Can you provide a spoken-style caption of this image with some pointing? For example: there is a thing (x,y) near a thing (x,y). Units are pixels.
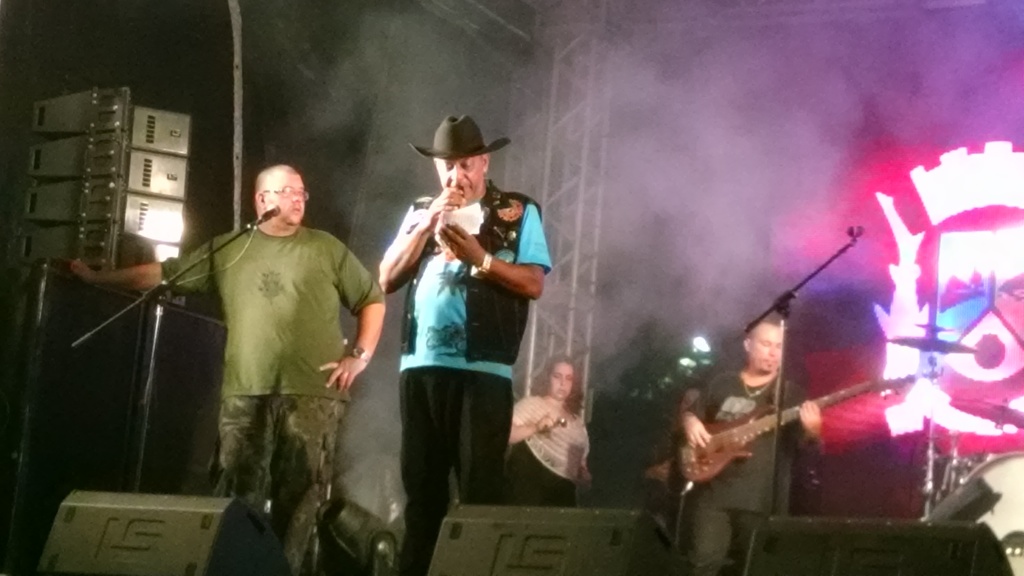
The person (436,261) wearing blue shirt (440,256) is standing and singing in front of a mic (452,183) and the person (284,276) beside him is standing in front of a mic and the person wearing black shirt (743,401) in the background (743,428) is playing guitar (732,432) and there is also another person (533,408) standing beside him.
